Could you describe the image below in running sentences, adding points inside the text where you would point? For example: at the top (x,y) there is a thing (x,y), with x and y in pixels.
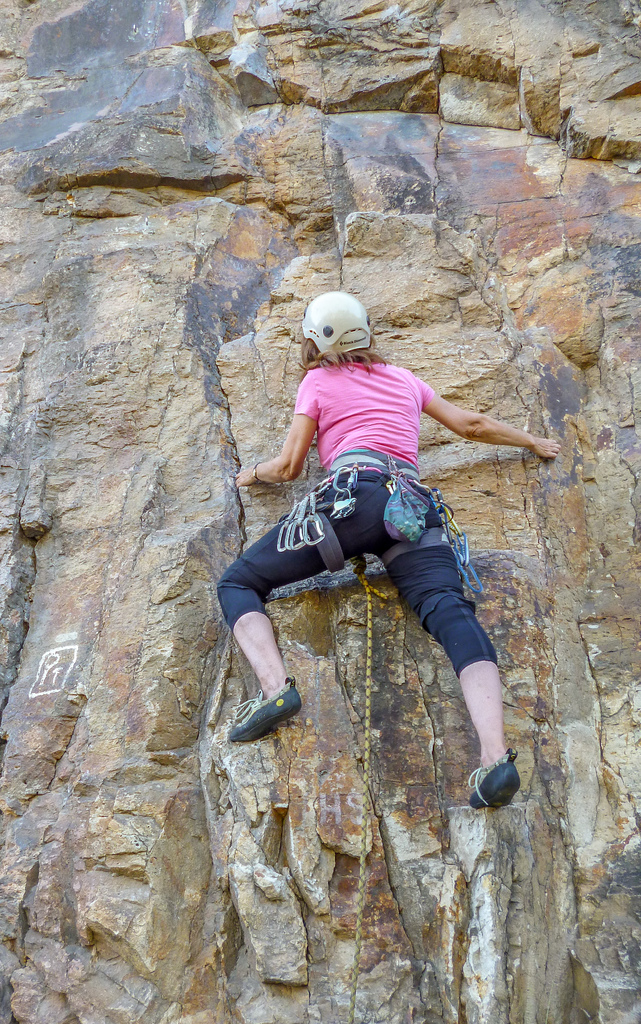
In this picture we can see a person (259,660) climbing a mountain (194,843).
